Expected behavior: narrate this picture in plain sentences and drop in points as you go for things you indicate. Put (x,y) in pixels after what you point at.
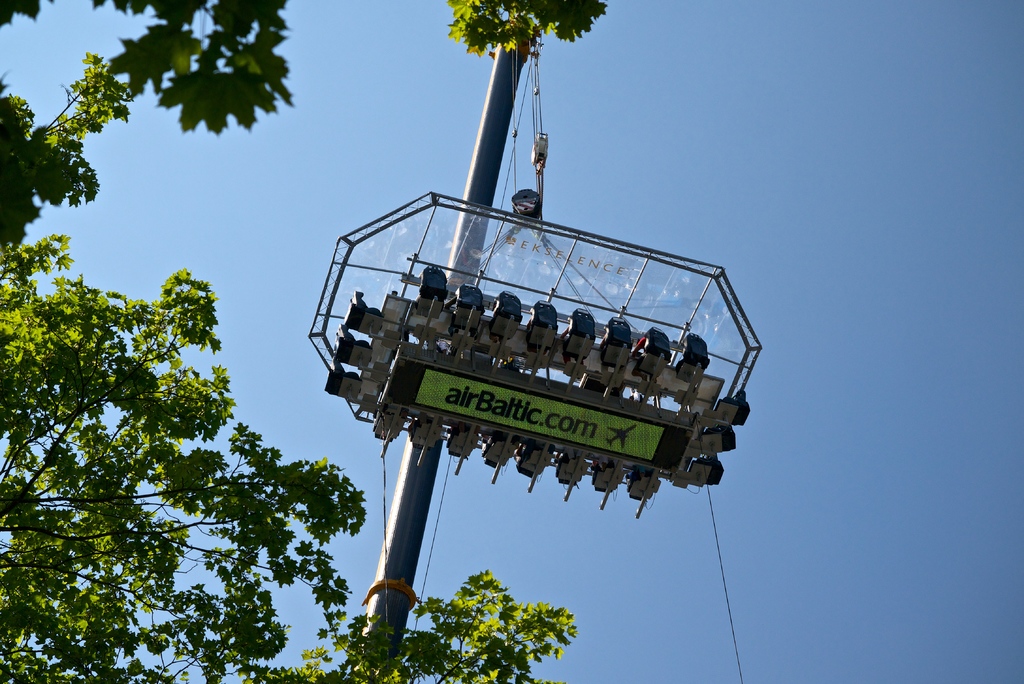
In this image in the front (182,315) there are trees (468,609) and there is a pole (459,212) and on the pole (504,125) there is an object (497,320) with some text (504,402) written on it.
